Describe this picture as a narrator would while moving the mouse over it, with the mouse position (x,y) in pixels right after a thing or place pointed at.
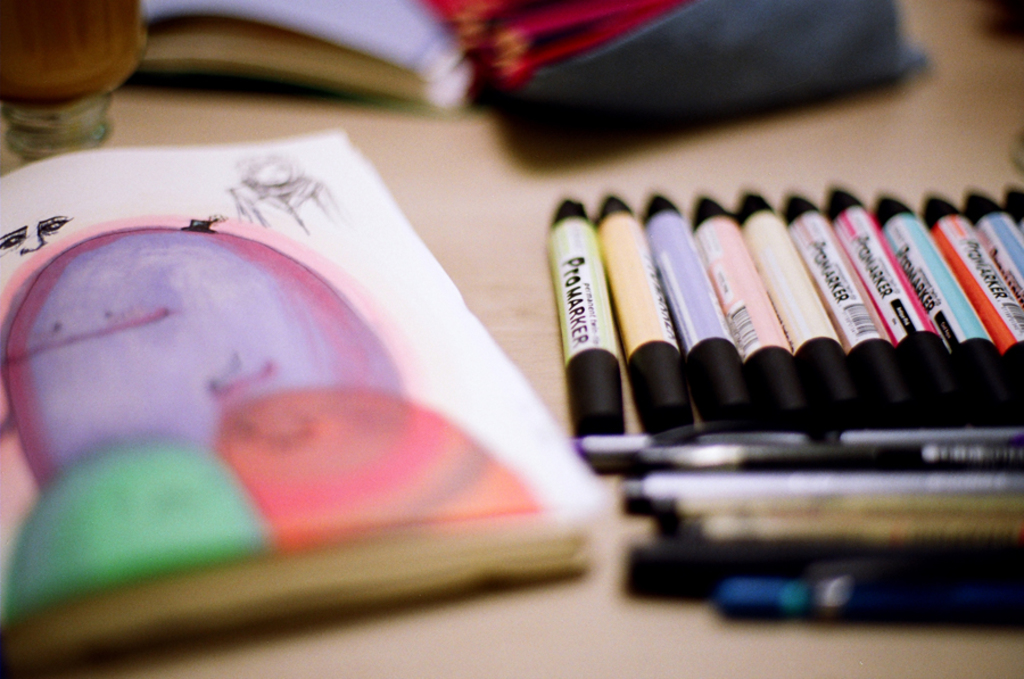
In this picture we can see crayons (771,281), pens (774,478), books (372,236) and some objects (77,136) and these all are placed on a platform (562,183).
